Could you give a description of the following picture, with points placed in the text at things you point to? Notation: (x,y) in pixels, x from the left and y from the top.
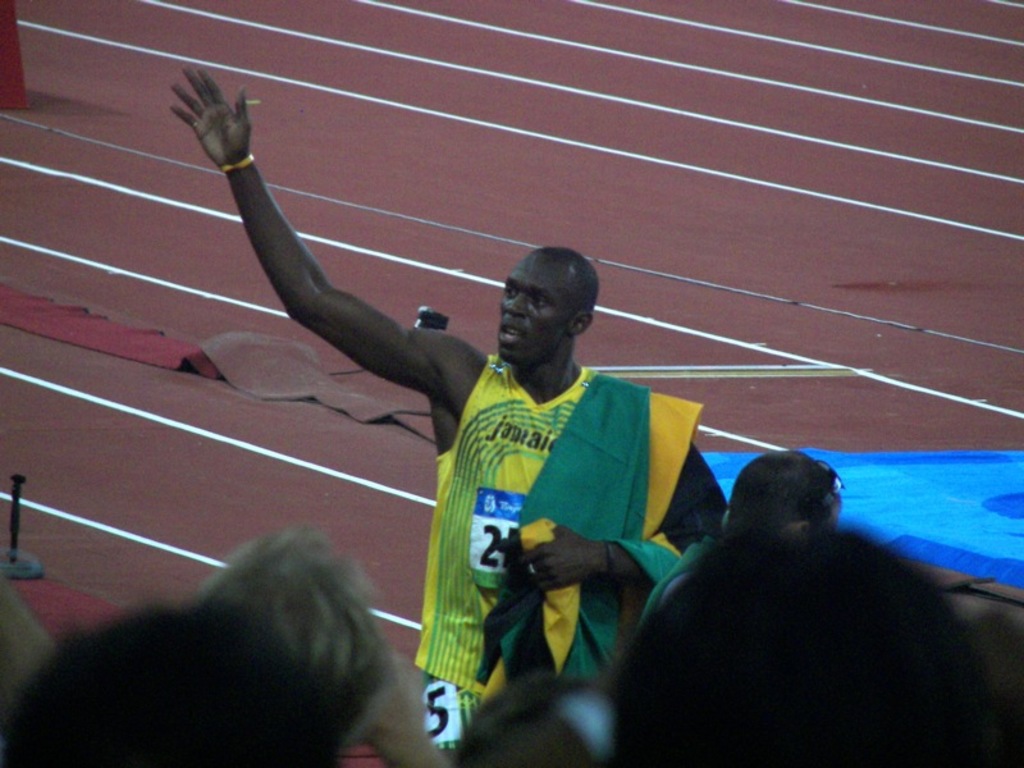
At the bottom of the image (173,658) there are few people (634,654). Behind them there is a man (494,518) in yellow dress (523,429) is standing. In the background (705,297) there is a brown color floor (74,420) with white lines (54,389).
